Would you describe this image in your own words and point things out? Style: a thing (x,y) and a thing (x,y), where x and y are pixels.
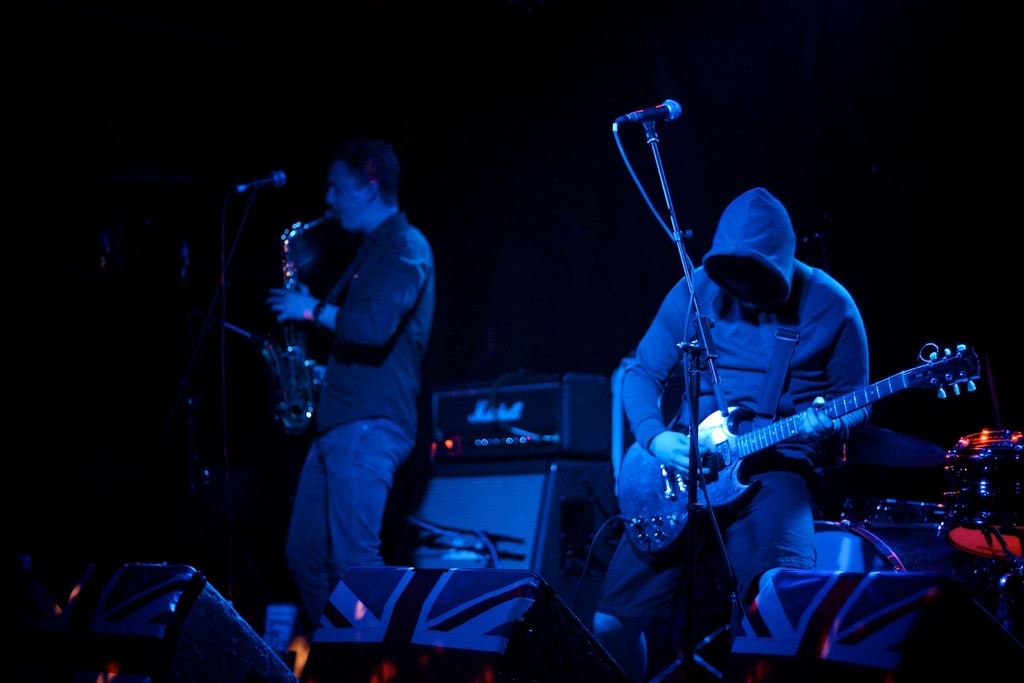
In this picture I can see two persons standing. I can see a person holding a guitar (762,432) and there is another person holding a saxophone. I can see speakers (124,673), mics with the mic stands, drums (840,567) and some other objects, and there is dark background (886,17).
